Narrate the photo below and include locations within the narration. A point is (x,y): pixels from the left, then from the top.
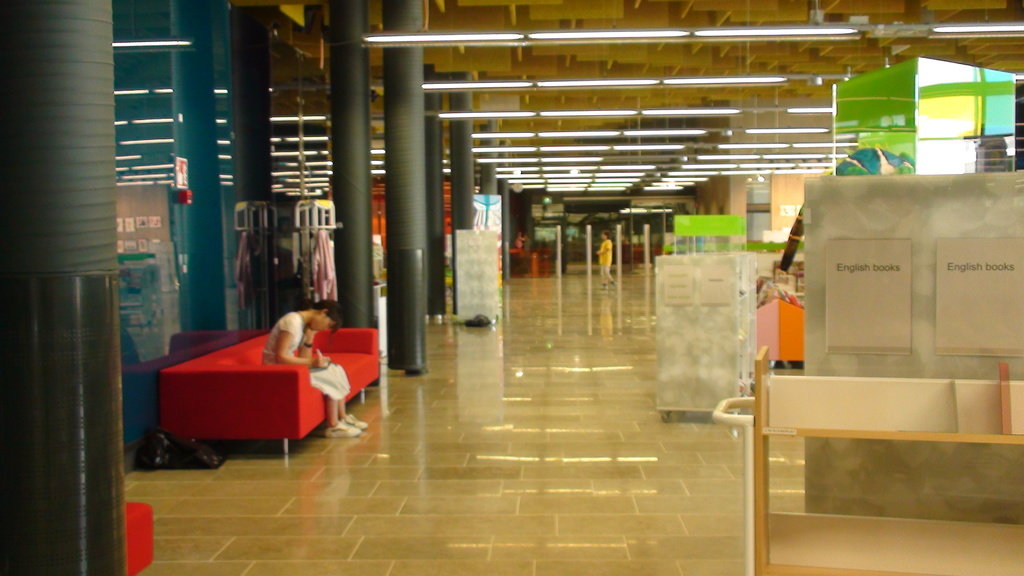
In this picture we can see woman (319,354) sitting on sofa (295,396) and in background (405,218) we can see pillars (496,190), banners (501,210), some person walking on floor (580,395), lights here in front (748,408) we can see rack (840,434).
